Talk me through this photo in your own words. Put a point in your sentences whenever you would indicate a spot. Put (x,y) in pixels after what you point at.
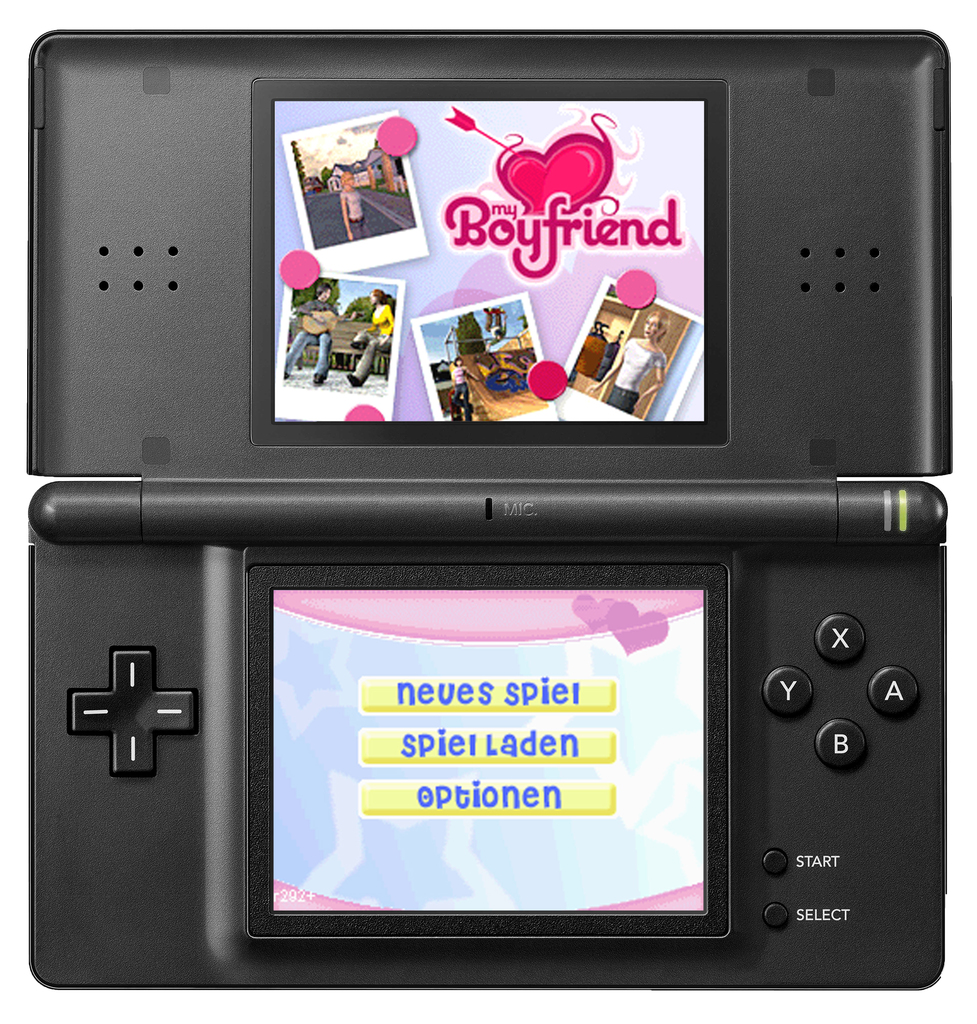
In this image we can see an electronic gadget (543,460). There are two screens (565,719) and few buttons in the image. We can see few animated photos (518,321) and some text (536,747) on the screens (536,747). There is a white color background (865,1012) in the image.
